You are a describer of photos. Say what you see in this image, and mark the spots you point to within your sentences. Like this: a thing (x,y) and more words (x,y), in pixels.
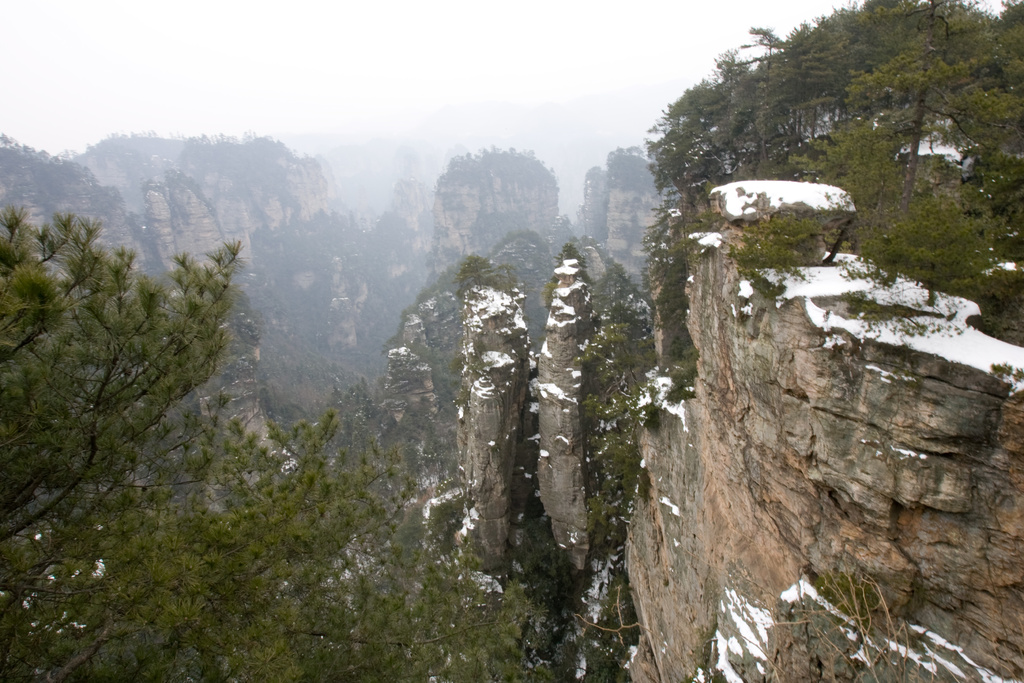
In this image I can see few mountains (720,402), few trees (289,507) and some snow (813,317) on the mountains (760,312). In the background (559,70) I can see the sky (234,58).
